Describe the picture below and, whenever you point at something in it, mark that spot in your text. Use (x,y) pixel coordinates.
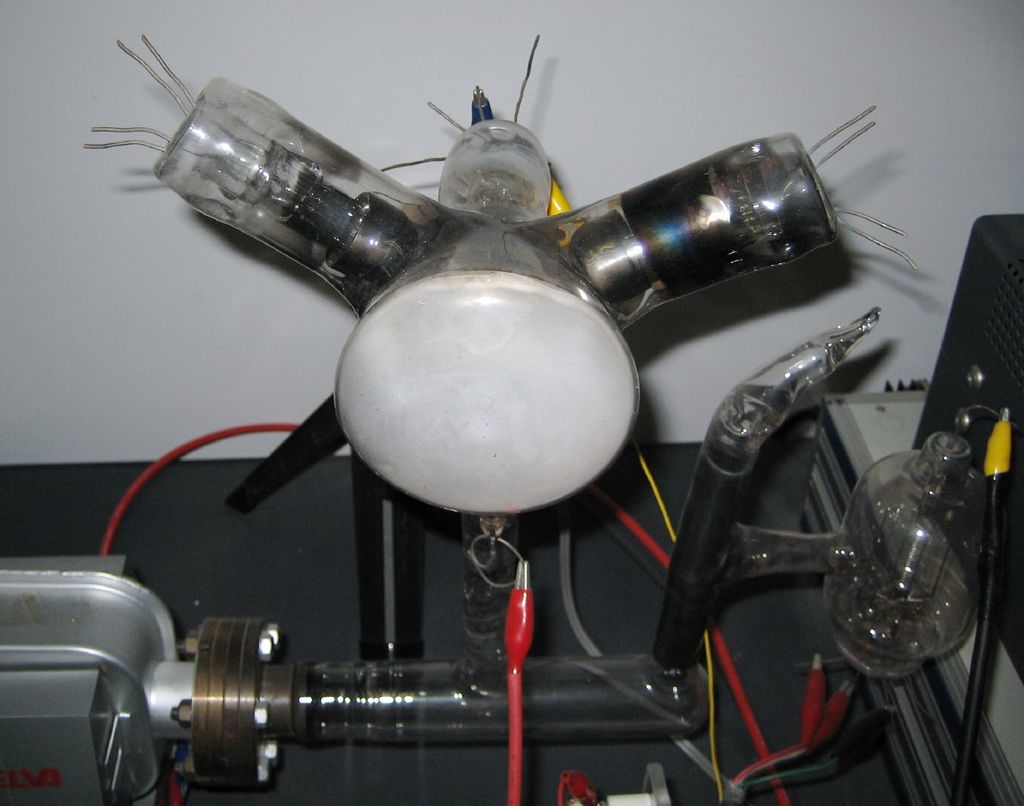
In this picture, we see some electrical equipment (546,478) and a bulb (876,663) are placed on the black table (425,613). On the right side (944,384), we see a black color object (983,327) which looks like a box (971,330) are placed on the table (499,751). In the background (384,122), we see a white wall (231,405).
